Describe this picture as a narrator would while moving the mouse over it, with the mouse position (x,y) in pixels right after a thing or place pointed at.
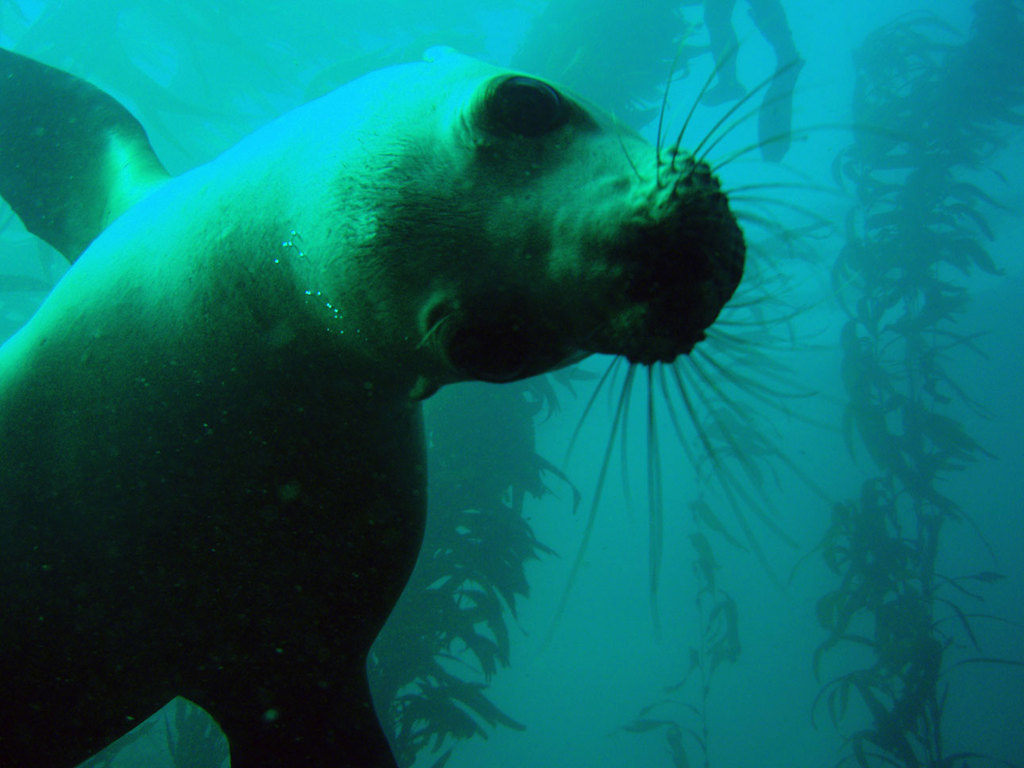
In this picture we can see a sea lion (597,504), plants (480,549) in the water (581,500). At the top of the image (723,6), there are legs (712,19) of a person (724,42).
